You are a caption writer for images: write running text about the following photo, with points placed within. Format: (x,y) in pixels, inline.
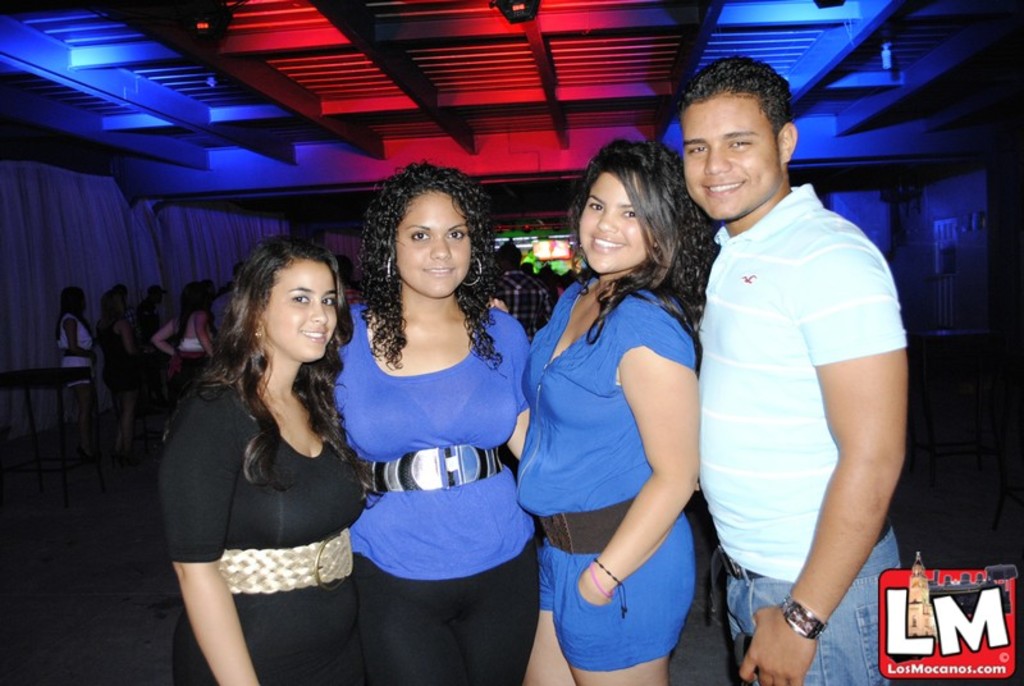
In this picture we can see four people (603,426) and they are smiling and in the background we can see few people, table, curtain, wall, roof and few objects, in the bottom right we can see a logo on it.
